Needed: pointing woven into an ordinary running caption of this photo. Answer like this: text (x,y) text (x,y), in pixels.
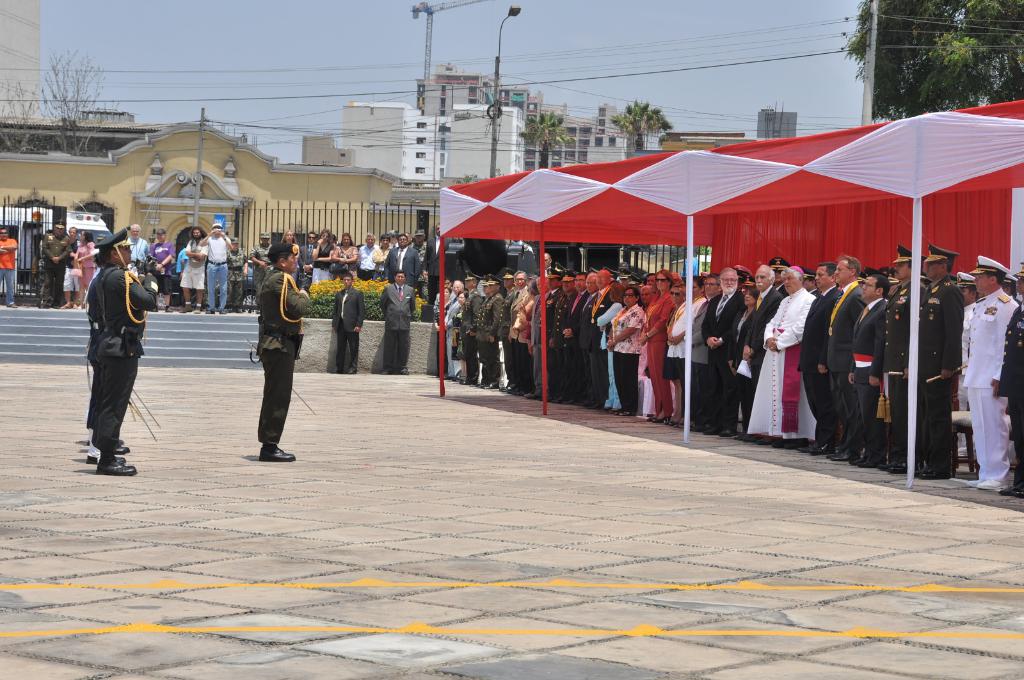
In this image few persons (280,245) are standing on the floor (195,412). They are wearing uniform (293,307) and caps (121,243). Few persons (896,430) are standing under the tent (780,164). Few persons (49,305) are standing behind the stairs (168,347). There are two persons (361,320) wearing suit (384,305). Behind them there are few plants (365,304). Behind the fence (34,247) there are few trees (545,148), buildings (338,180), street light (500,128) and few poles (871,96) connected with wires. Top of image (357,47) there is sky (322,36).
